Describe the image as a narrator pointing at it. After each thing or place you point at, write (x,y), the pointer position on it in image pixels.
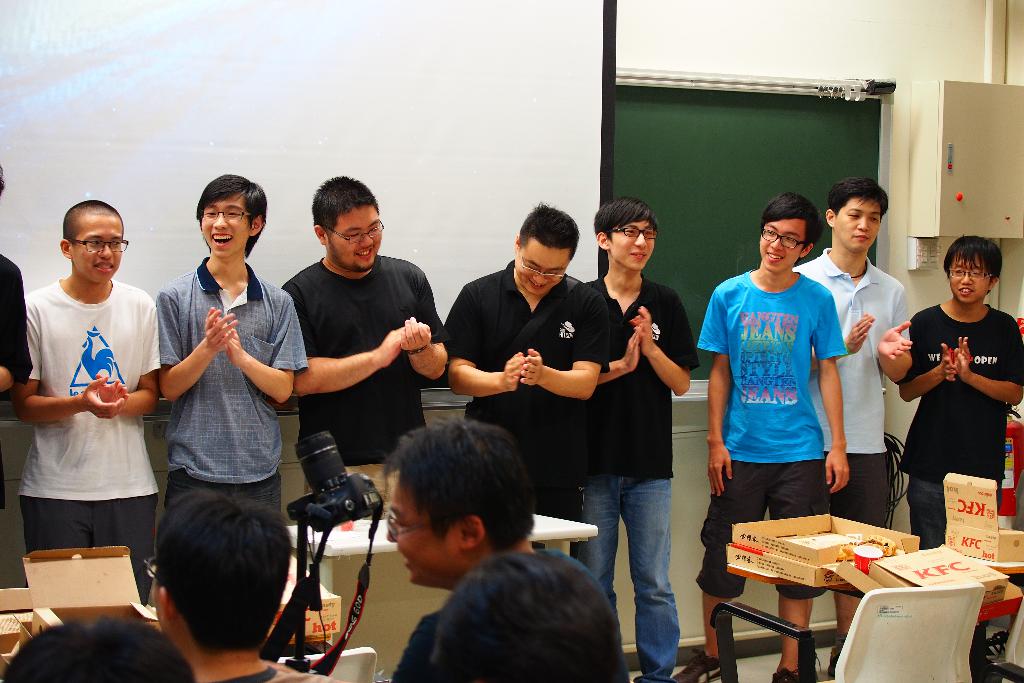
In this picture, we can see a group of people (354,343) some are standing on the floor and some people (275,666) are sitting on chairs (359,677) and in front of the people (477,604) there are table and on the table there are cardboard boxes (51,598), cup (864,568) and a camera (342,503) with a stand (299,547). Behind the people (366,380) there is a projector screen (394,106), board (719,151), a wall (821,22) with a machine (960,160) and a fire extinguisher (1008,459).
